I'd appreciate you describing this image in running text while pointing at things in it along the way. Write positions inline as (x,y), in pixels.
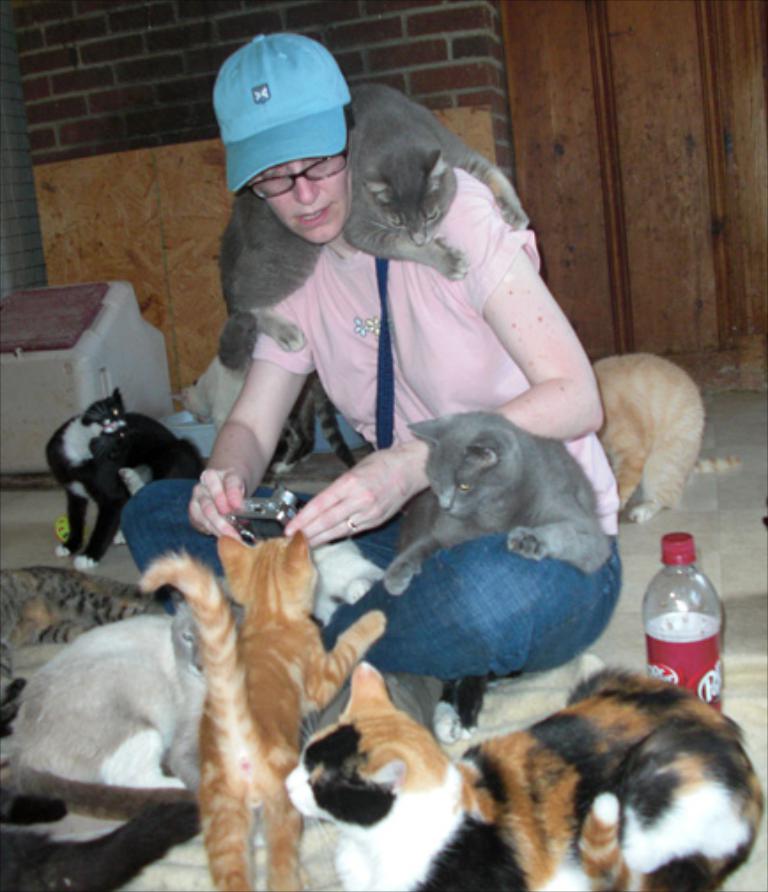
On the background (124,78) we can see a wall (334,8) with bricks (318,20). Here we can see a woman (379,518) sitting on a floor (639,536) wearing a blue colour cap (276,95) and spectacles (320,178). There is a cat (423,204) on her shoulder (423,231). She is holding a camera (253,522) in her hands (308,510). Here we can see a bottle (664,650).
